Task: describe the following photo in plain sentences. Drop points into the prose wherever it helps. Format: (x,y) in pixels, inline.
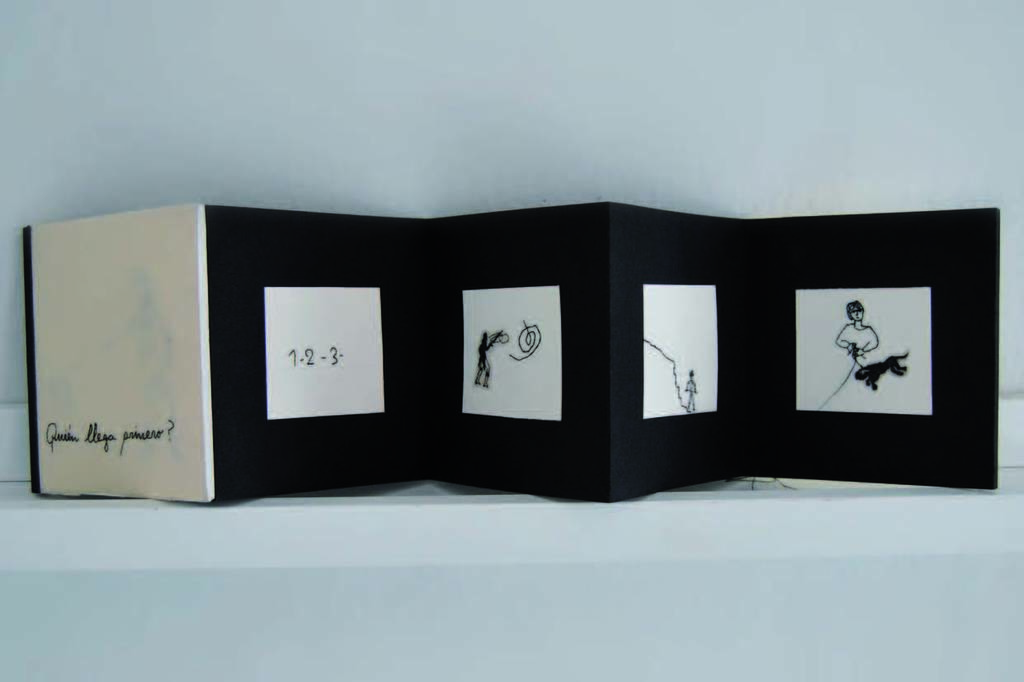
In this image I can see the board (429,393) which is in black and white color. In the background (305,170) I can see the white wall (418,151).
